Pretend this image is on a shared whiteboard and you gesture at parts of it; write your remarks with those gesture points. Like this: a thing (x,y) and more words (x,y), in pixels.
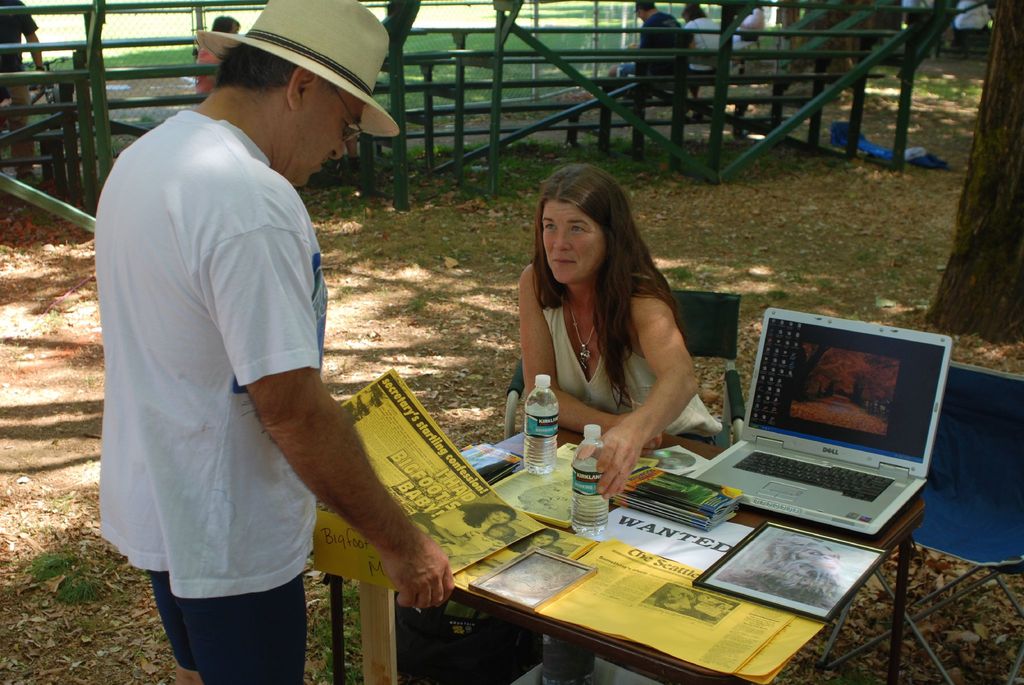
In this image there is a person (264,356) standing and looking at a poster (440,456) on the table (466,498), on the table (559,515) there are posters (630,542), laptop (785,475), two bottles of water (580,510), in front of the table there is a woman (648,378) sitting in a chair (730,403), beside the woman (711,417) there is another empty chair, behind the woman (619,359) there is a tree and a metal rod fence (685,59), on the other side of the fence (705,53) there are a few people (660,40) sitting on the benches (484,54).
